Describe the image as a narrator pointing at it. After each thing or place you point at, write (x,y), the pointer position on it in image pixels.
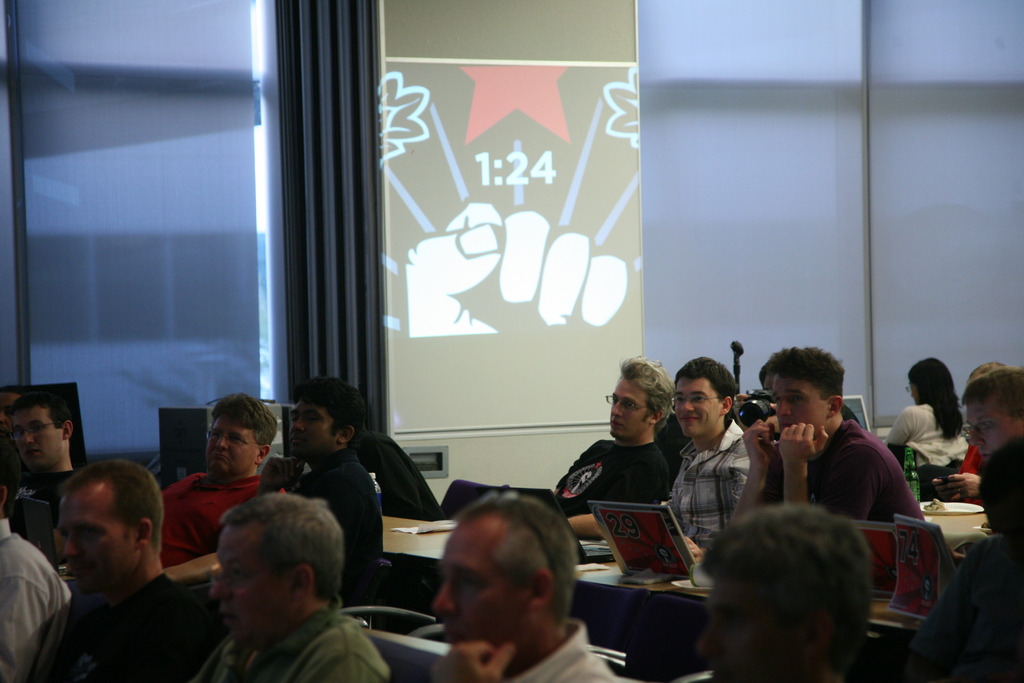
In this image I can see number of people (581,493) are sitting. I can also see few laptops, a monitor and over there I can see something is written.
